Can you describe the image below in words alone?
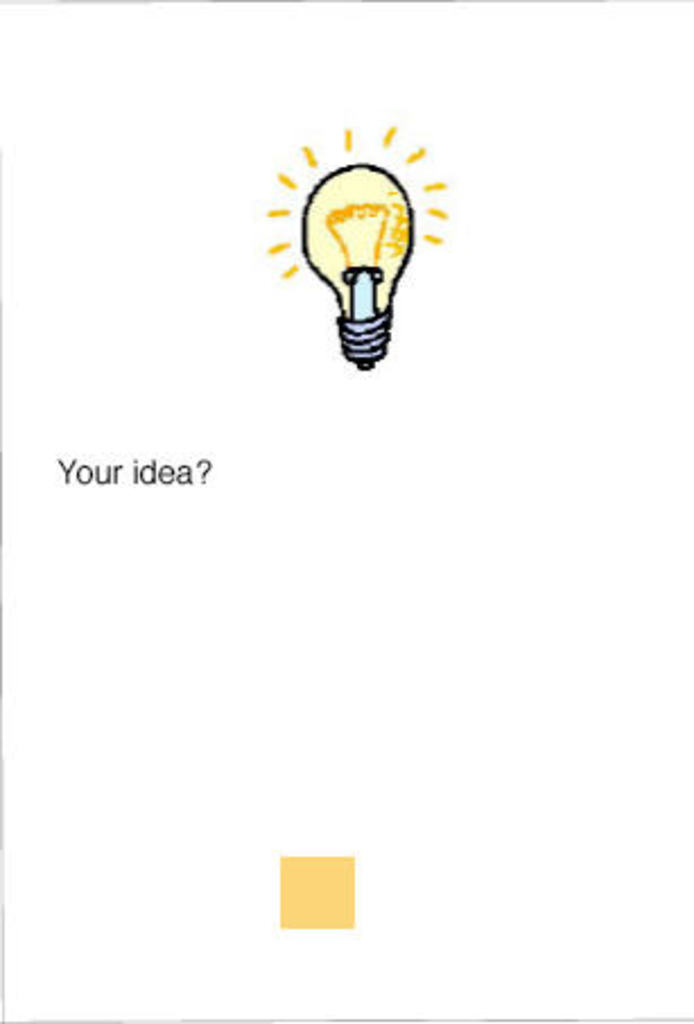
In this image I can see picture of a bulb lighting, on the left side of the image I can see some text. At the bottom of the image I can see a square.
